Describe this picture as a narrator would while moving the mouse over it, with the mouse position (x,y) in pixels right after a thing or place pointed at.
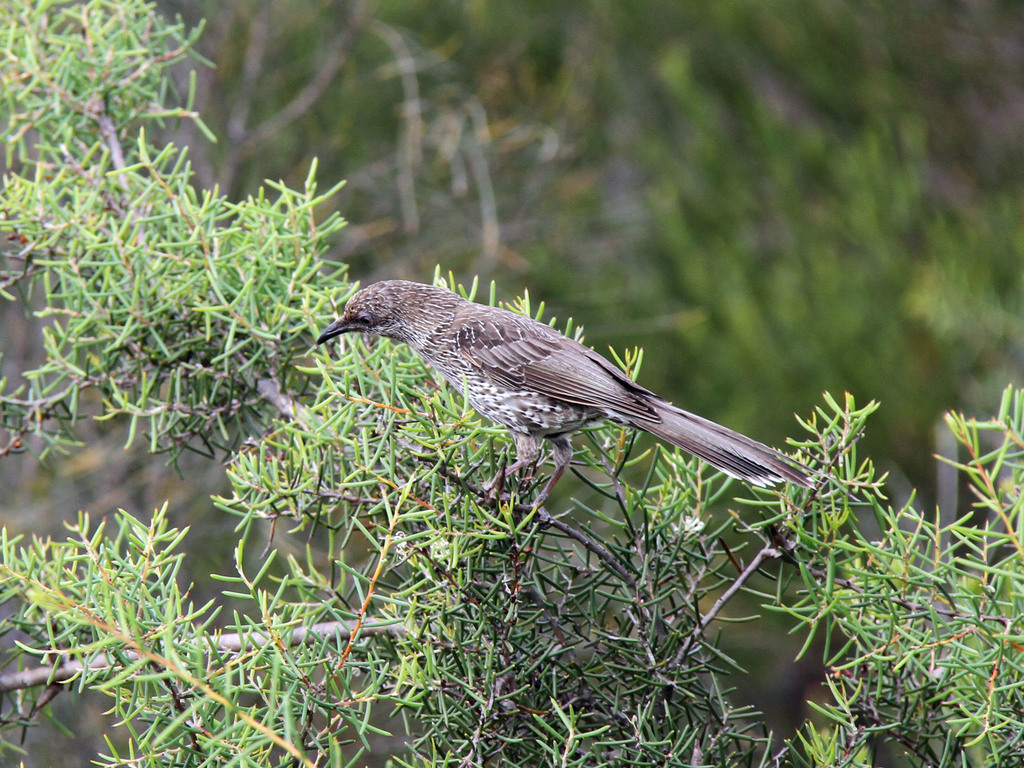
This image consists of a bird (427,346) on a tree (387,616). In the background (367,254), there are plants (418,195) and the background (866,326) is blurred.
